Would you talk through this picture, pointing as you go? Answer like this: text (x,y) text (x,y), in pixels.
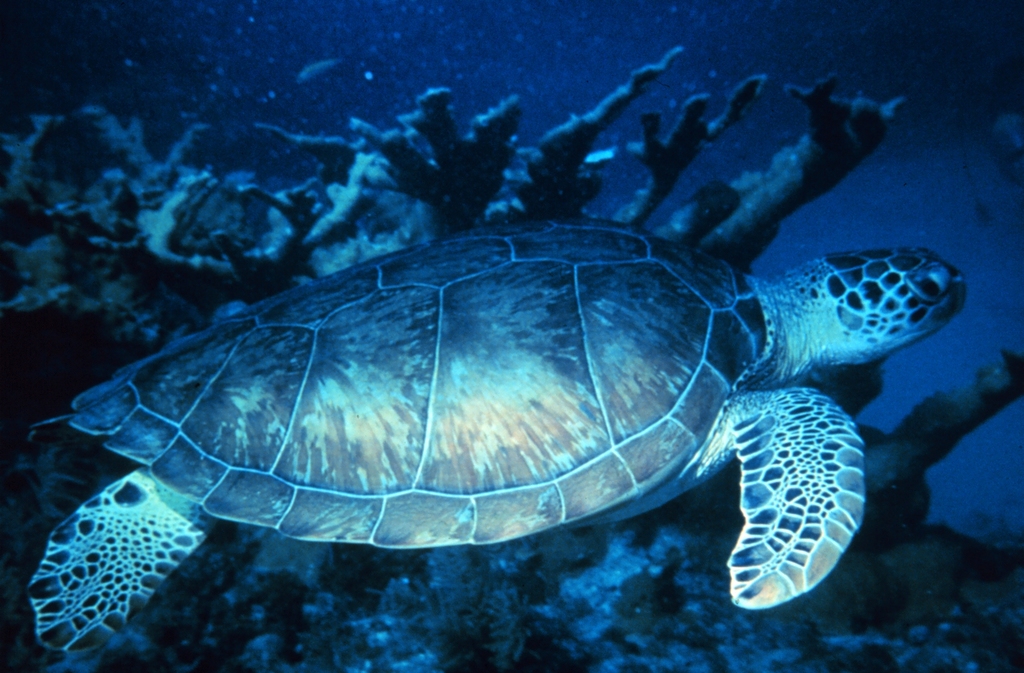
In the image there is a tortoise (441,391) swimming in the water (916,89), in the back (651,541) there are aquatic plants (327,573).
